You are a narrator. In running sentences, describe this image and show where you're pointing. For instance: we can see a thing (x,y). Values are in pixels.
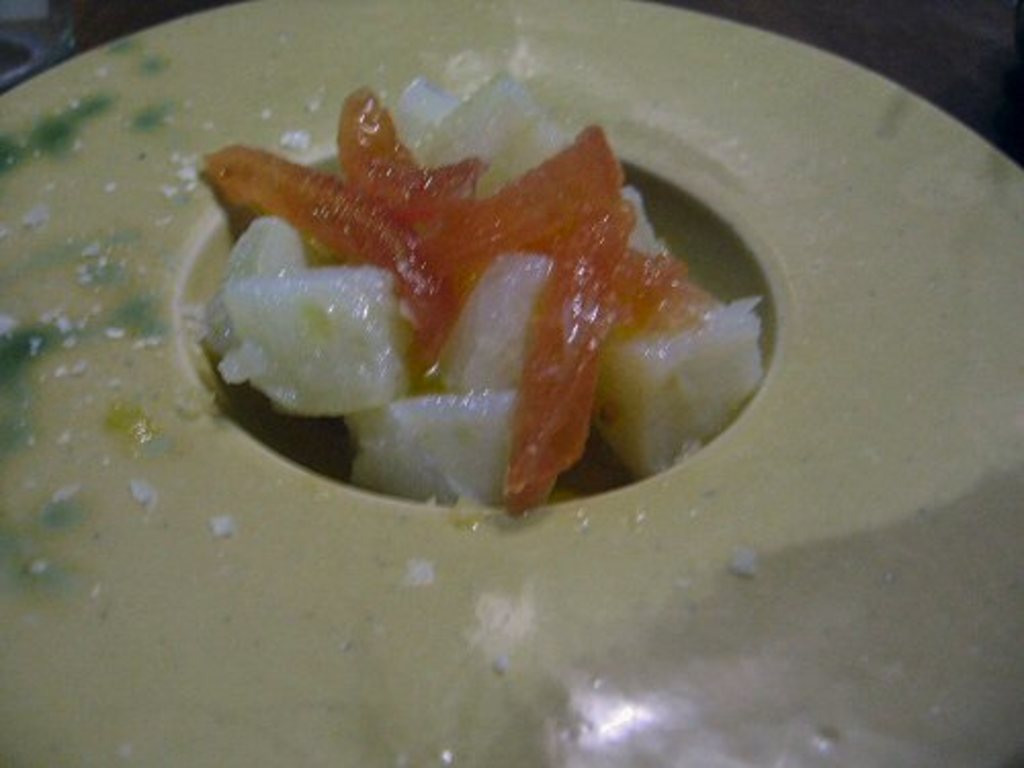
In this image there is a bowl (204,563) with a food item (440,272) in it.
